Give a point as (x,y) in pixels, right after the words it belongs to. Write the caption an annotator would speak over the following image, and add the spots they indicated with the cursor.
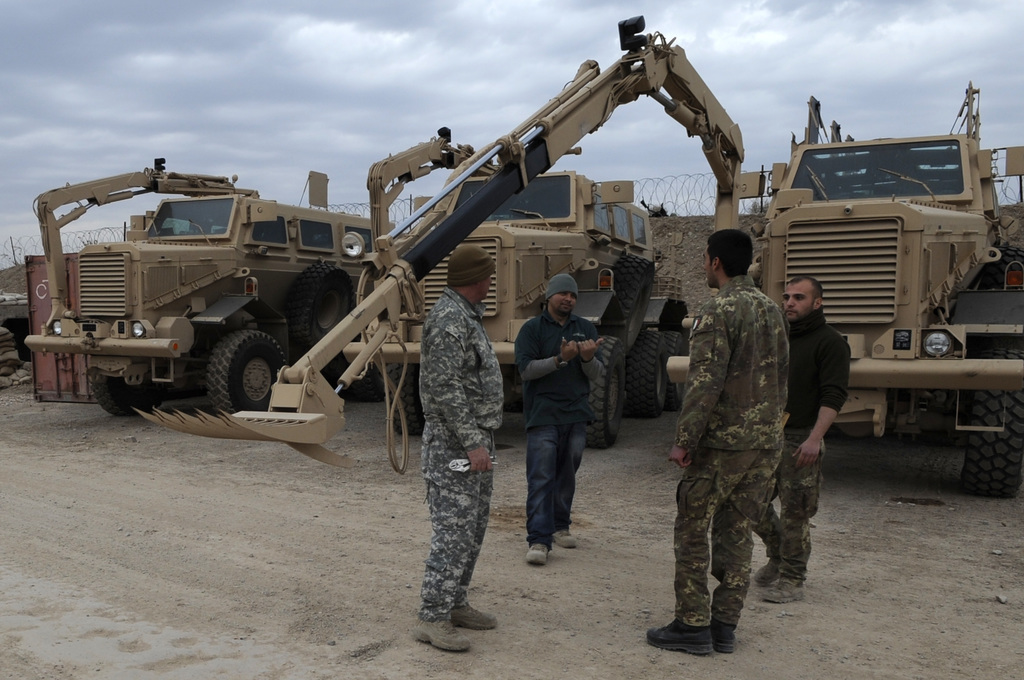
In this image I can see four men (581,367) are standing. I can see the front two (732,343) are wearing uniform (447,486) and the left two (487,409) are wearing caps (458,264). In the background (596,265) I can see few vehicles (356,262), clouds (521,116) and the sky (373,82).
